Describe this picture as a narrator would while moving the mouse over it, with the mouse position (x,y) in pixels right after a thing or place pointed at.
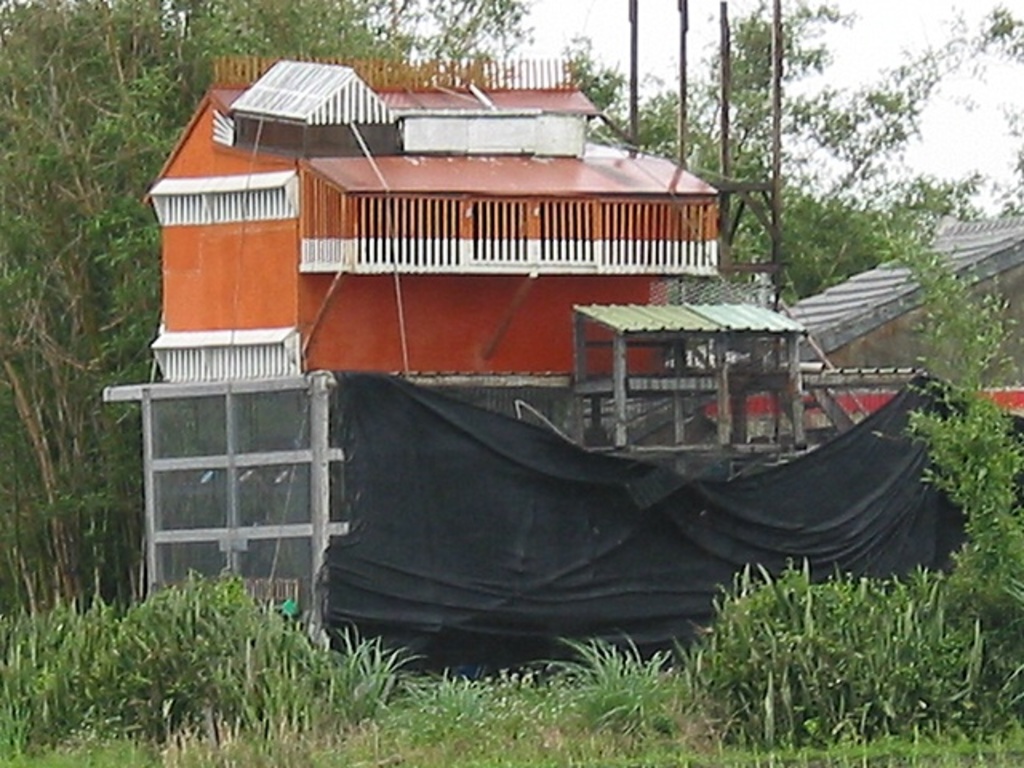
At the bottom of the image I can see the grass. In the background (54,84), I can see groups of trees (66,58). In the middle of the image (504,393) I can see the house (449,210).
